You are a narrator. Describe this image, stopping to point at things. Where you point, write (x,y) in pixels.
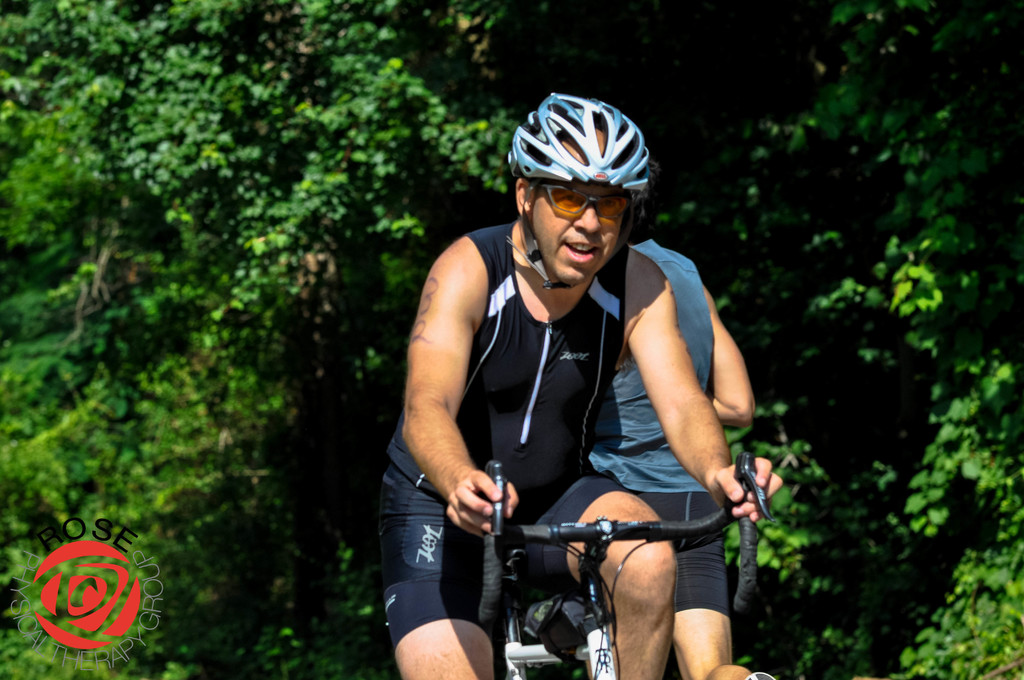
In this image I can see one person (541,402) riding the bicycle (489,550) and wearing the helmet (542,150). To the side I can see another person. In the background (503,139) I can see many trees (277,115).
